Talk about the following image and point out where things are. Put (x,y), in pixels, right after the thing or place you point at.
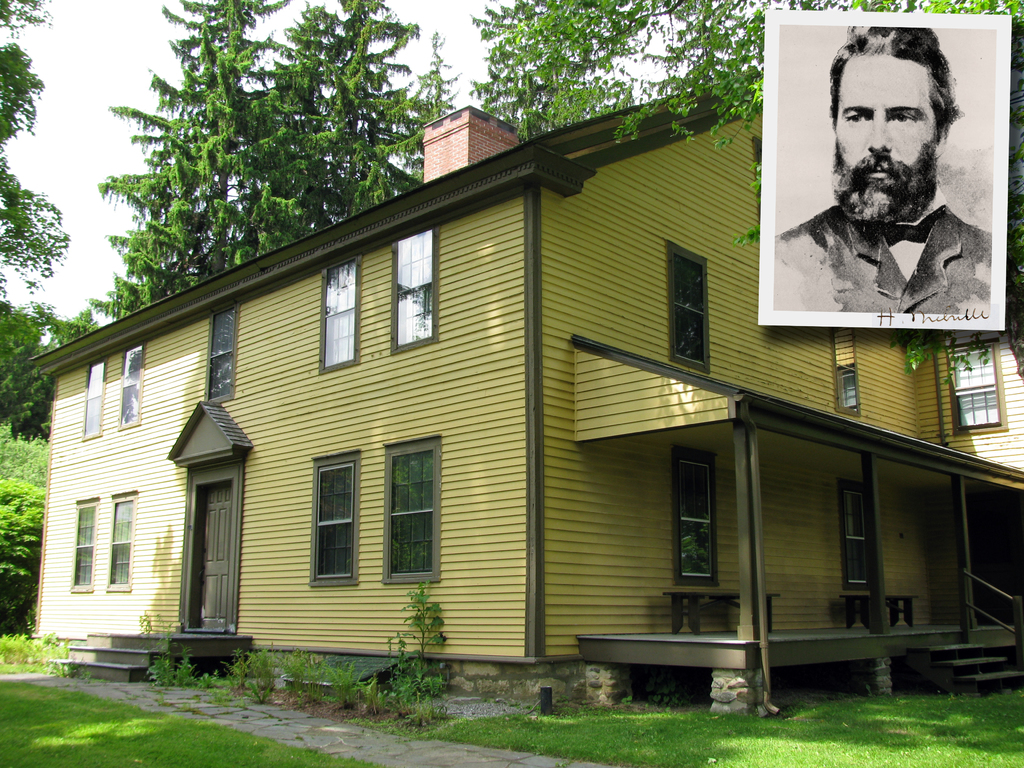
In this image there is a grassland (889,714), in the background (453,234) there is a house (689,637), trees (253,153), and the sky (422,45), on the top right (788,27) there is a photo (946,169) of a man (842,208).
